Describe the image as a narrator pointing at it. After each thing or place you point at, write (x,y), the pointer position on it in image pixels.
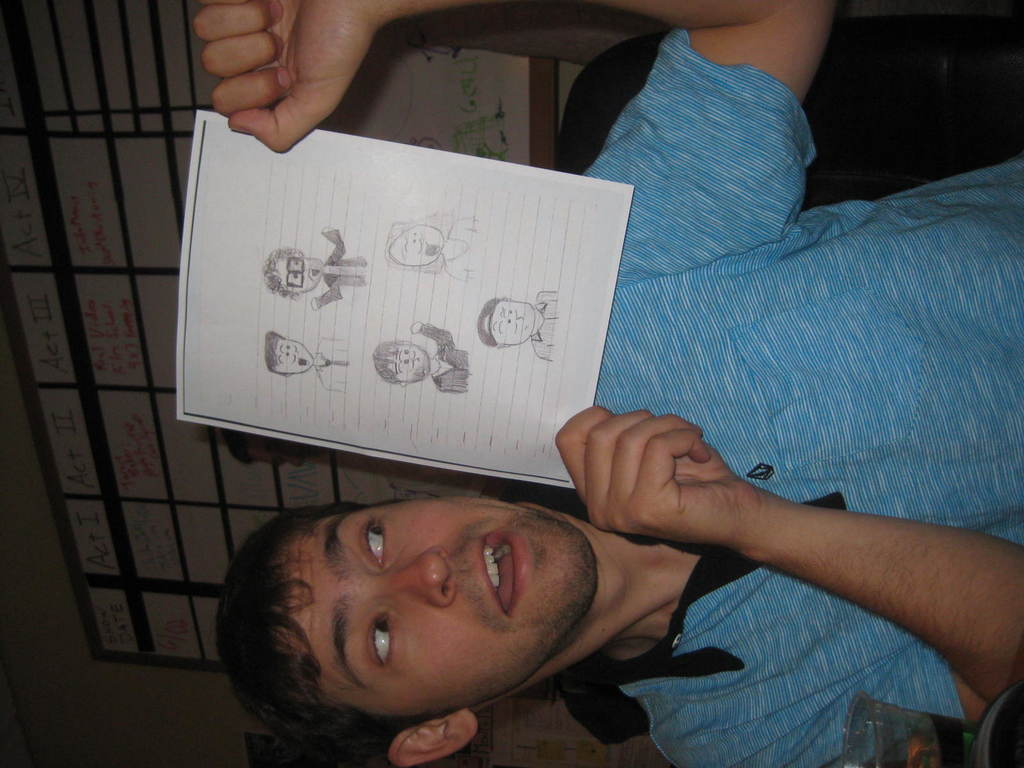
In this image I can see the person (924,286) is holding the paper (361,208). The person (759,561) is wearing blue and black color dress (703,572). The board (145,646) is attached to the wall (167,714).
